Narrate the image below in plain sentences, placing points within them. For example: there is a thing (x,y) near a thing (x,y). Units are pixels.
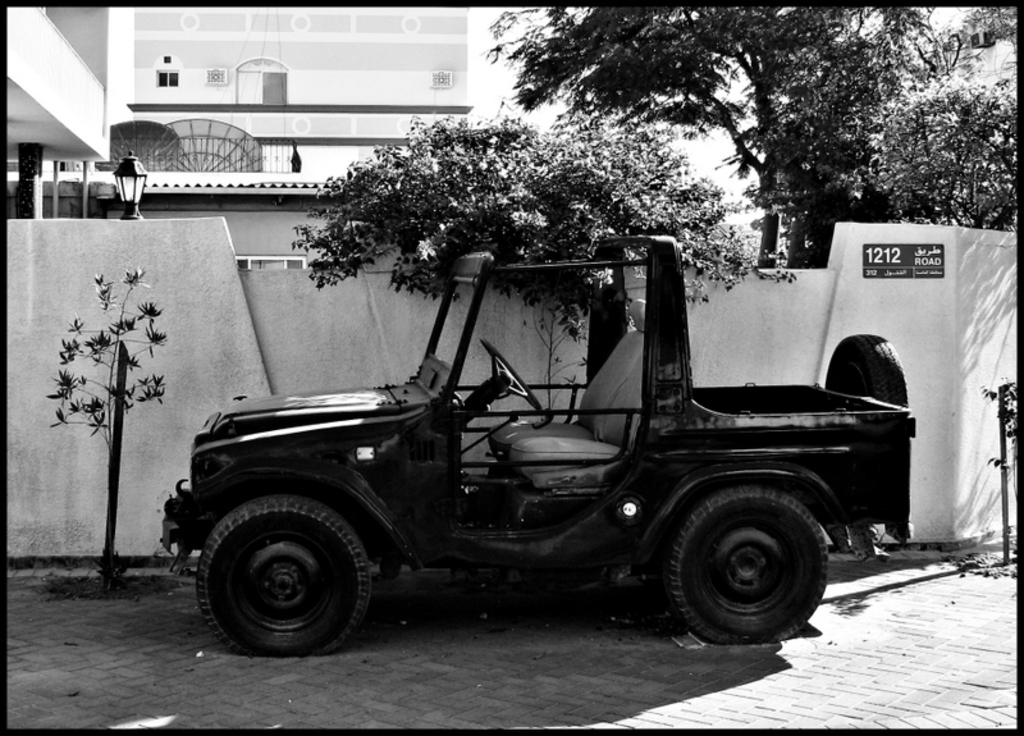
In the foreground of the picture (766,552) I can see the jeep (335,556) on the floor (397,658). There is a plant (72,389) on the left side (161,385). In the background (786,153), I can see the building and trees (838,88). I can see a decorative lamp (127,208) on the wall (139,227) of the building (166,201).
